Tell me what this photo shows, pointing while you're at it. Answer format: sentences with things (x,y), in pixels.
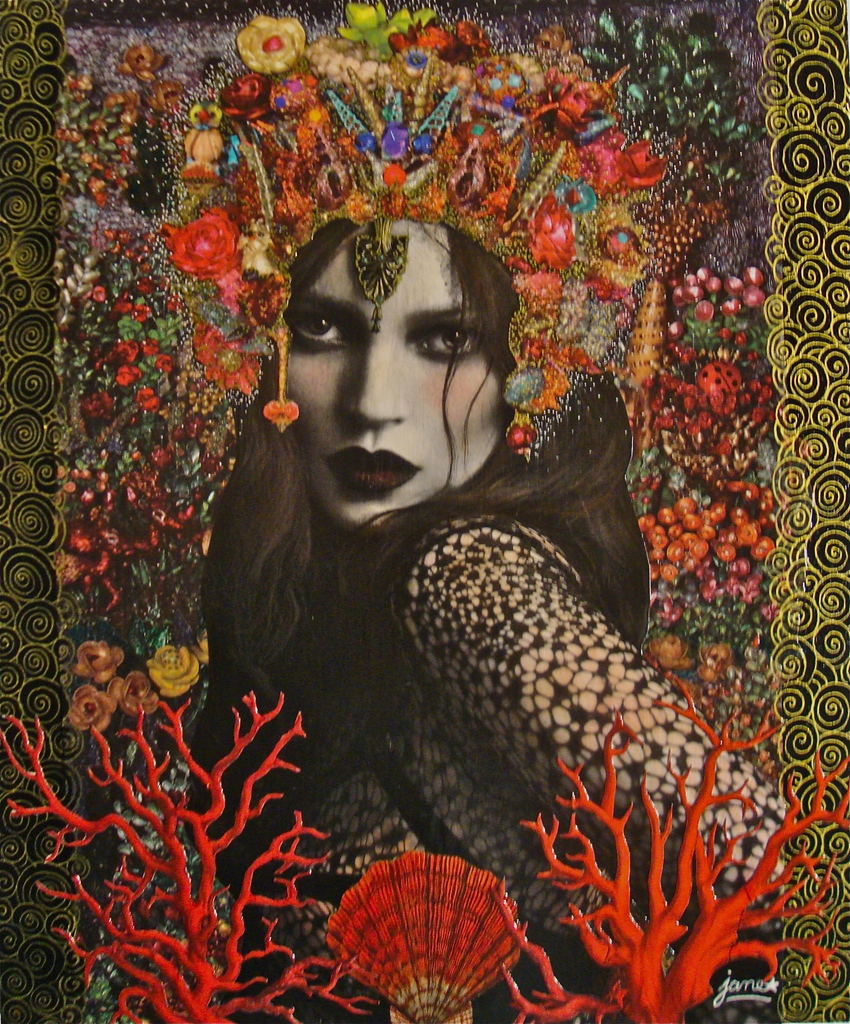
It is an edited image. In this image at the center (356,457) there is a woman (403,639) wearing the crown (385,197).
